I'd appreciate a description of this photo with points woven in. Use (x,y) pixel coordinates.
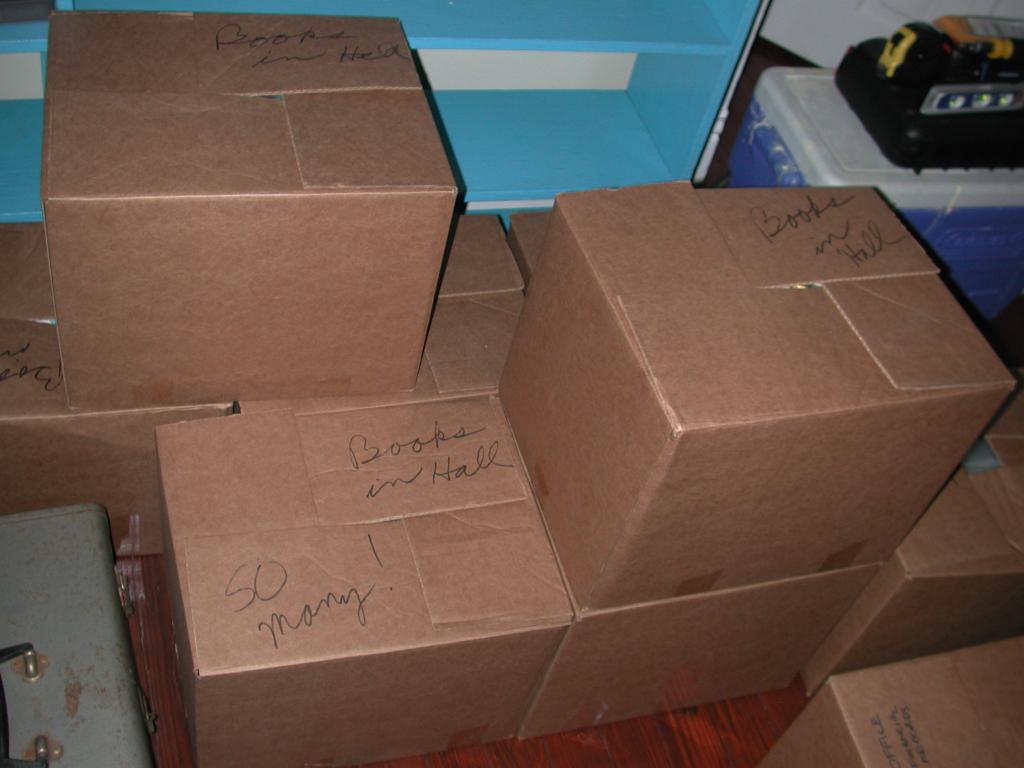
In this image we can see some cardboard boxes (672,496) placed on the floor (633,726). In the background (625,118) we can see a blue color shelf (624,110) and we can also see a black color text (821,227) on the top of the cardboard boxes (433,446).
